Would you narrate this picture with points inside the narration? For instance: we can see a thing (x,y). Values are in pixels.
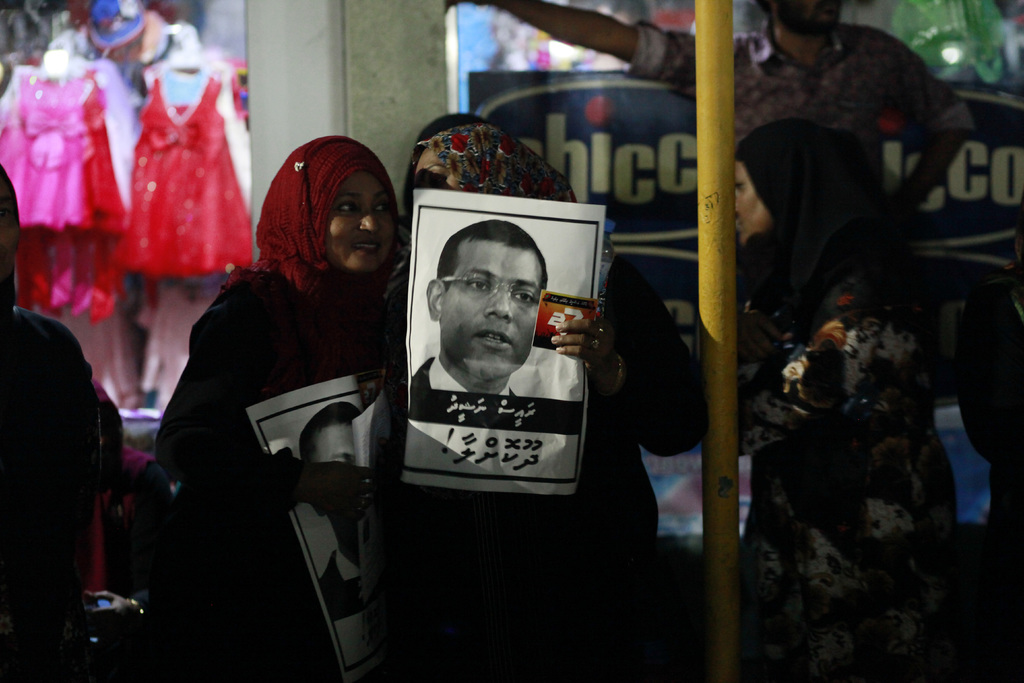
In this image, we can see people (279,565) wearing clothes (684,372). There are two persons (615,412) holding posters (559,385) with their hands (570,343). There is a pole (712,290) in the middle of the image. There are clothes (141,200) in the top left of the image (178,130).
